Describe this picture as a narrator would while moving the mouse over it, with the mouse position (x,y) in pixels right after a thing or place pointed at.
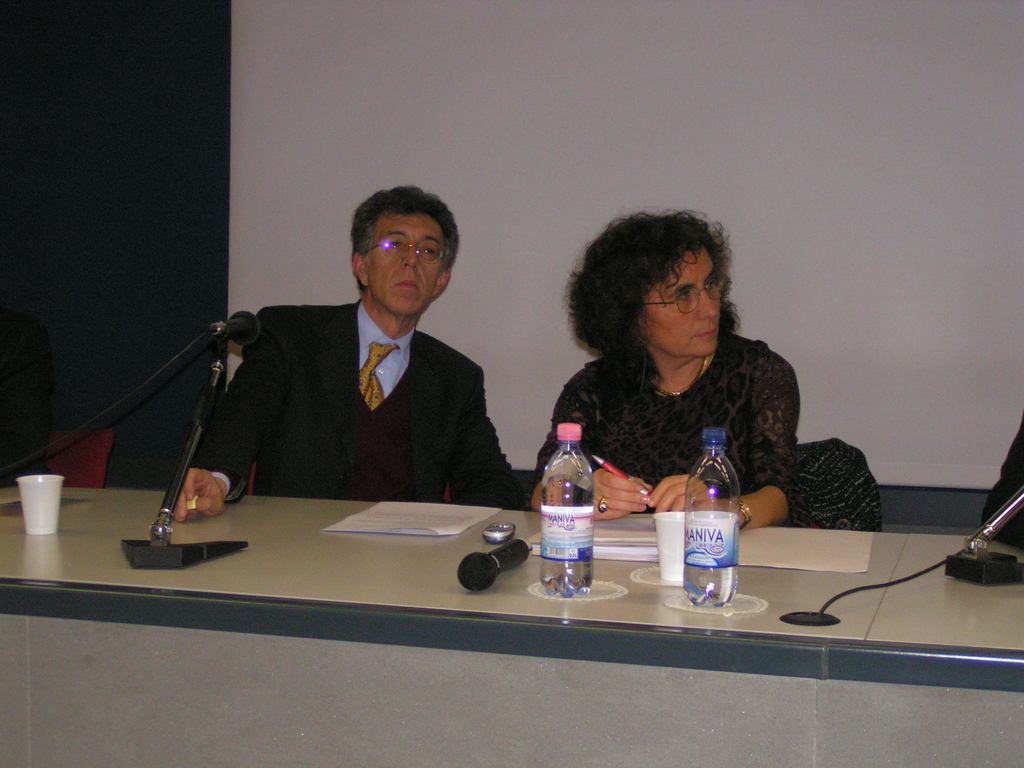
In the image In the middle (564,505) there is a table (520,516) on that there is a mic (477,562), bottle (557,556), cup (662,578), mic stand (218,363) and paper (444,528). On the right (720,360) there is a woman (699,368) her hair (616,270) is short. On the left (316,473) there is a man (412,433) he wear suit (295,426), tie (373,408) and shirt (395,368).
